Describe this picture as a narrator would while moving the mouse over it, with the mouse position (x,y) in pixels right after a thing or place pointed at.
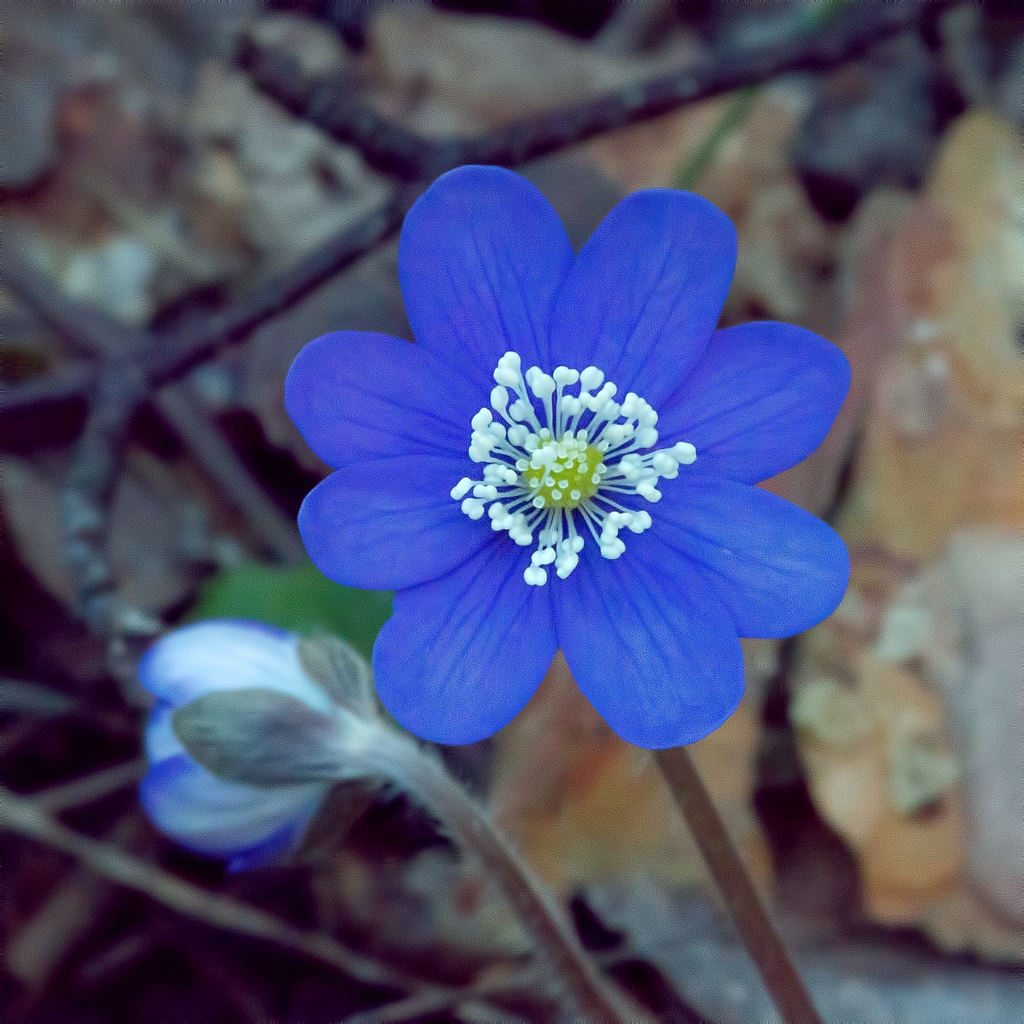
In this image, we can see plants (416,245) with flowers (408,279) and the background (915,603) is not clear.
